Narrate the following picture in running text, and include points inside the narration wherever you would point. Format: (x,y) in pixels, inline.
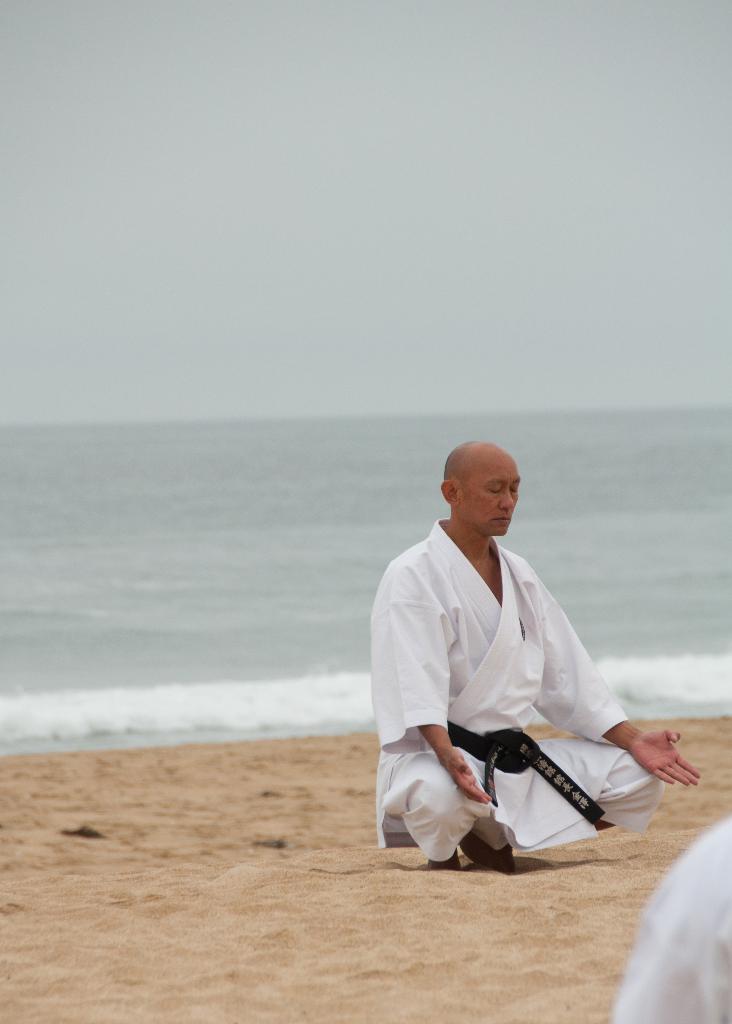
This image is taken outdoors. At the bottom of the image (223,871) there is a ground (597,869). In the background (252,521) there is a sea (237,698) with waves (235,698). In the middle of the image (443,565) a man (487,503) is doing yoga on the ground (484,889).
